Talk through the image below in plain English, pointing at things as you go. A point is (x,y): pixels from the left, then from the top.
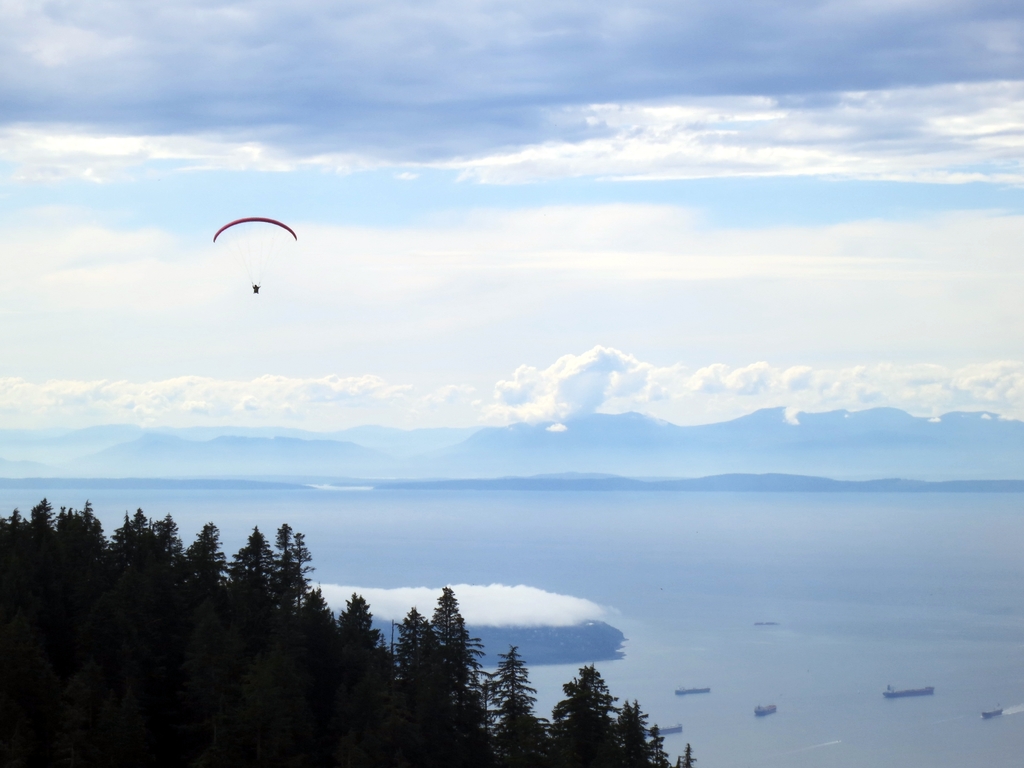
In this image, we can see trees (475,663). At the top (484,119), there are clouds (472,220) in the sky (468,226) and we can see a parachute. At the bottom (654,659), there is water (699,591) and there are some boats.
